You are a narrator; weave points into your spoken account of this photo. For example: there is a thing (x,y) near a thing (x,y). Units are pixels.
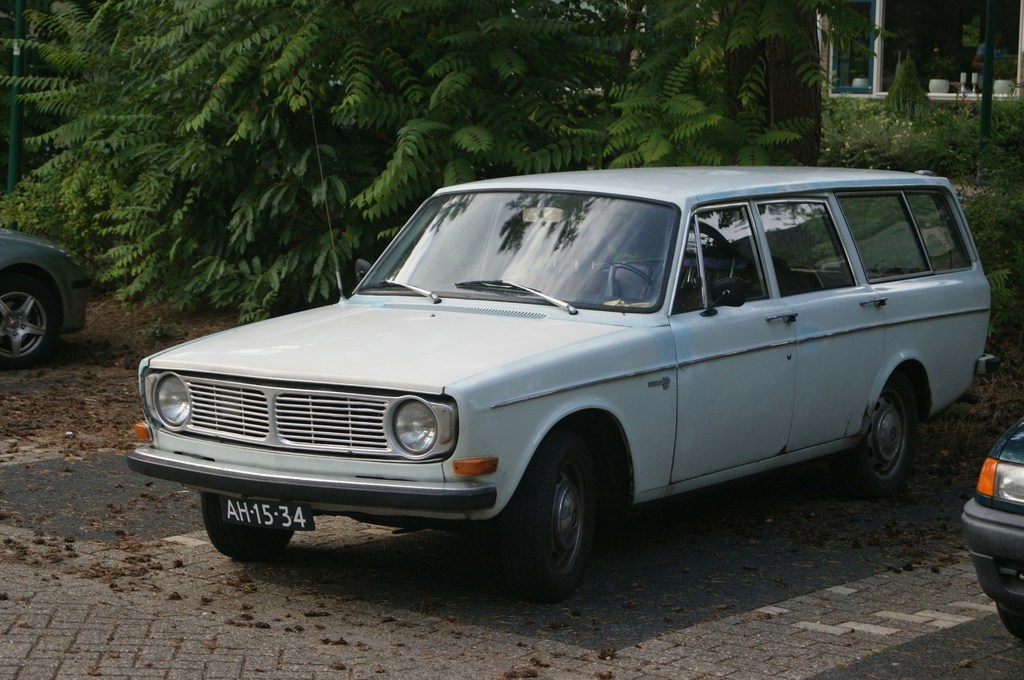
In this image we can see the cars (825,420). Behind the cars (180,451), we can see trees (808,124), pole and plants (967,197). At the bottom of the image (702,654), we can see pavement (684,595). It seems like a house (878,44) in the right top of the image (886,50).
